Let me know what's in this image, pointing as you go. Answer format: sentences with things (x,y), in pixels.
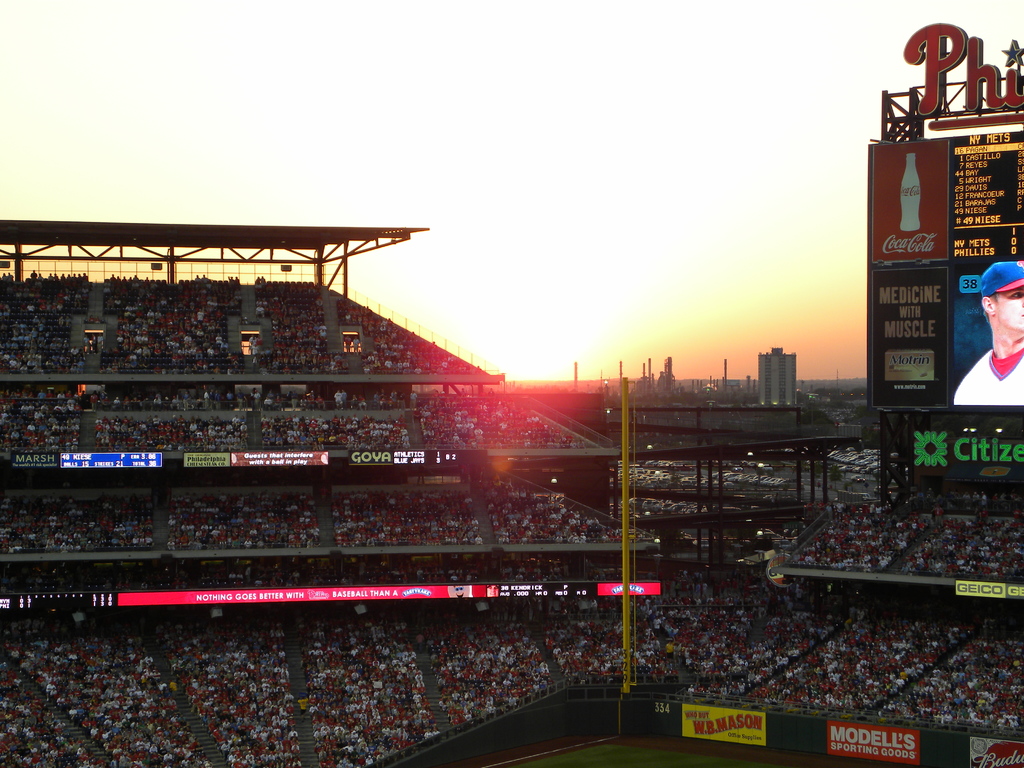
On the right side (879,205) there is a screen (984,343) and on the screen (995,355) there is a person (992,346) and there are some text (986,178) written on the board (918,305). In the background (669,372) there are buildings (782,365).
